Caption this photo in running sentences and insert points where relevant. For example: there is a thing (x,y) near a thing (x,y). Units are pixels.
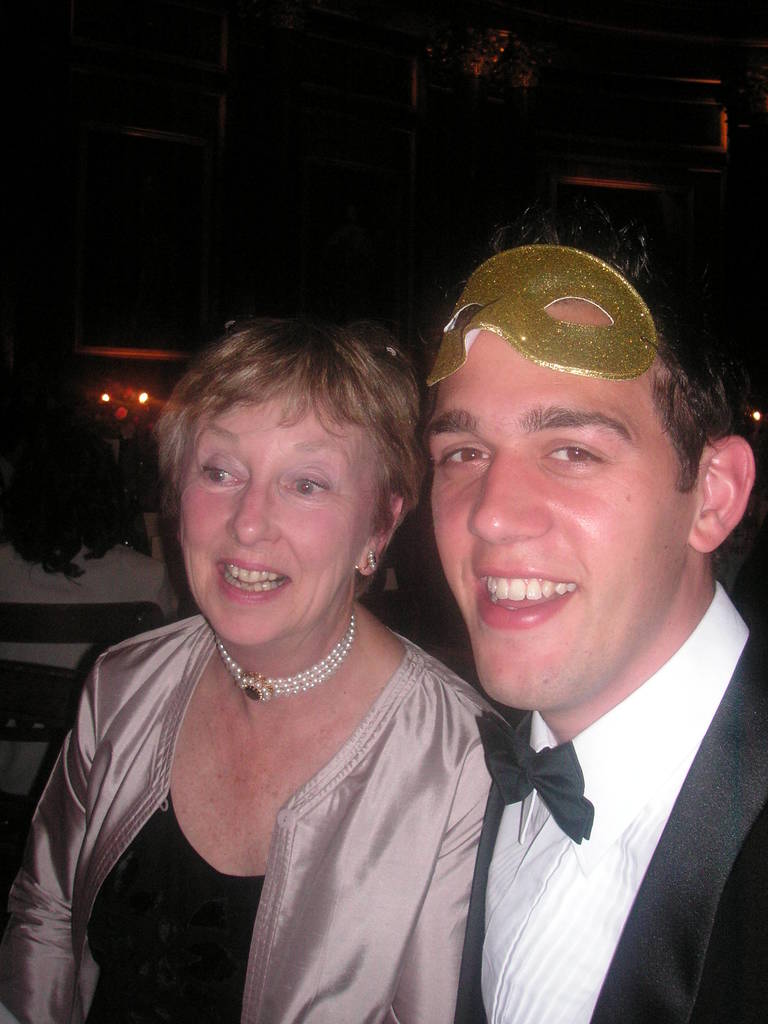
In this image we can see a man (487,670) and a woman (291,888) smiling. In the background (149,395) we can see the lights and the background (123,410) is not clear.
